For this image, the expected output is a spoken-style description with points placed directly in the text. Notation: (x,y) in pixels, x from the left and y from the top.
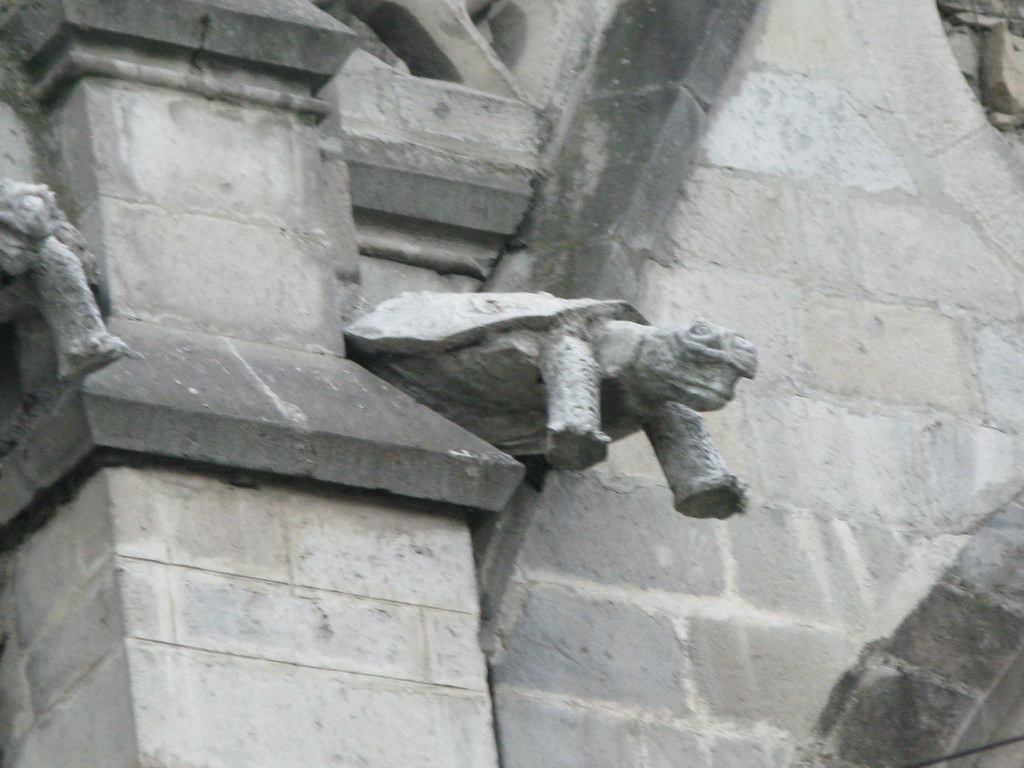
In this image I can see few statues (418,295) attached to the wall (260,170) and the wall (253,212) is in gray color.
